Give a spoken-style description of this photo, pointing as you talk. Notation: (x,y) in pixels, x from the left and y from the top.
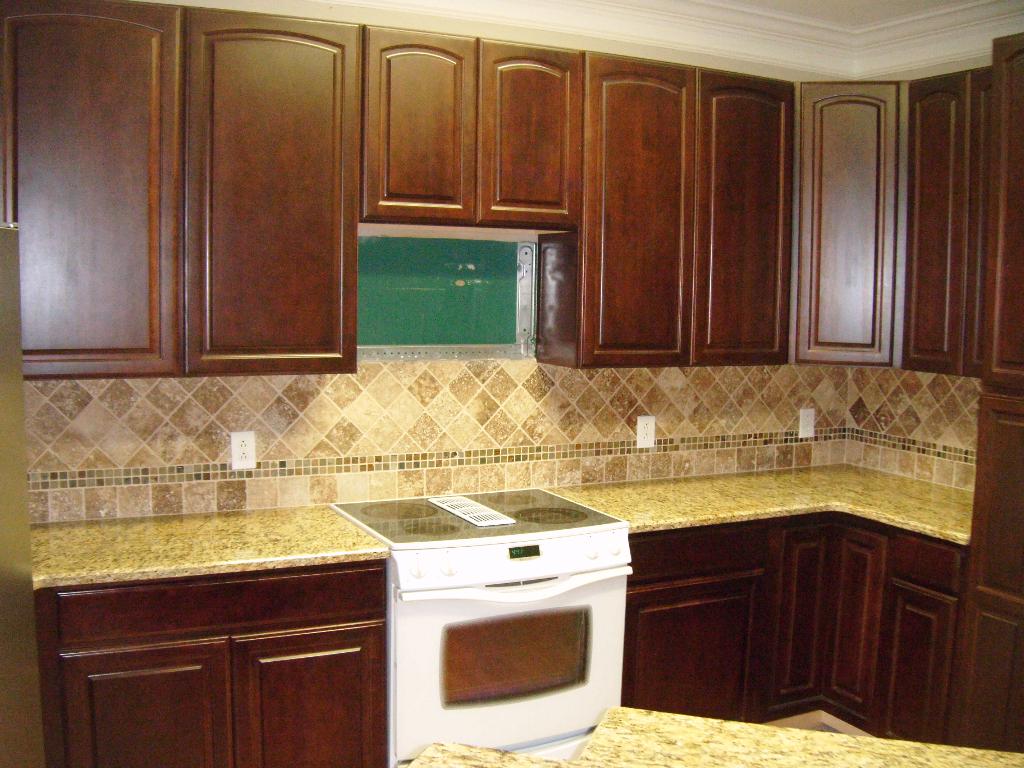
This is an inside view of a room (358,703). At the bottom (848,607) there are few table cabinets (206,651) and also there is a stove (448,606). At the top (775,196) there are few cupboards (830,217).
